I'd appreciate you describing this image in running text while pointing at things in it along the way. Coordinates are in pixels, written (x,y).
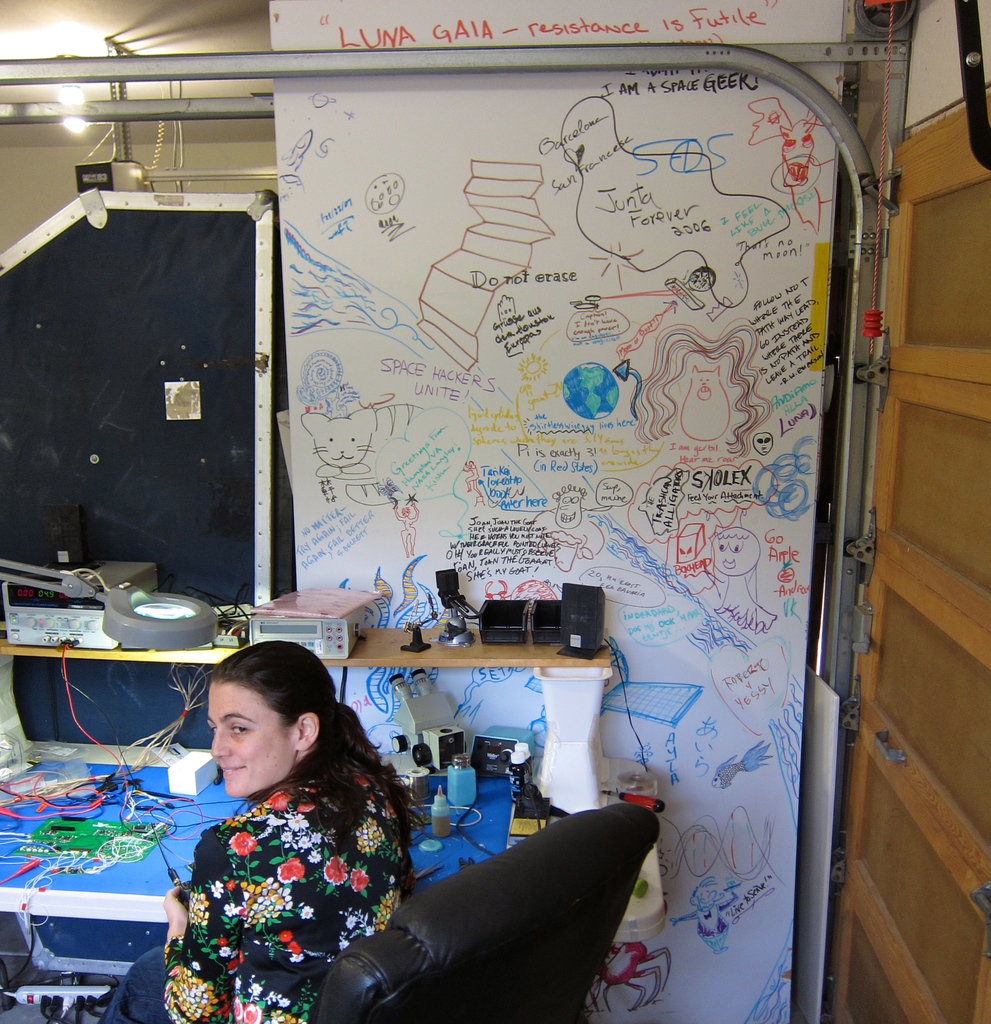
In this image I can see the person (316,881) sitting on the chair (491,898). The person (387,912) is wearing the colorful dress (319,834). In-front of the person (314,823) I can see the blue color table (149,879). On the table (171,864) I can see the wires (140,850), bottles (465,791) and some electric objects (254,641) can be seen. In the back (545,393) there is a colorful board (448,204). I can also see the light (71,119) in the top (69,87).
